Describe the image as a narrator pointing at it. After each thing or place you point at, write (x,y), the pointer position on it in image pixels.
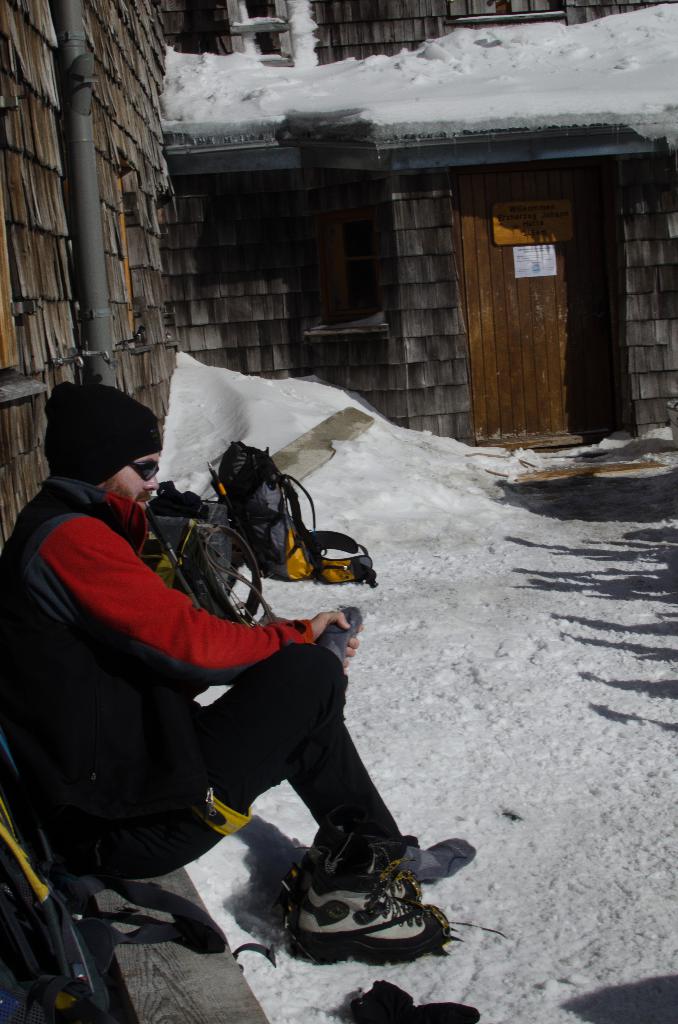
In this image I can see a man (106,745) is sitting. The man (128,699) is wearing a cap (115,445), shades (144,465), socks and clothes (197,747). In the background (366,371) I can see house (403,317), snow (404,450), bag (252,507) and other objects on the ground (364,698).
